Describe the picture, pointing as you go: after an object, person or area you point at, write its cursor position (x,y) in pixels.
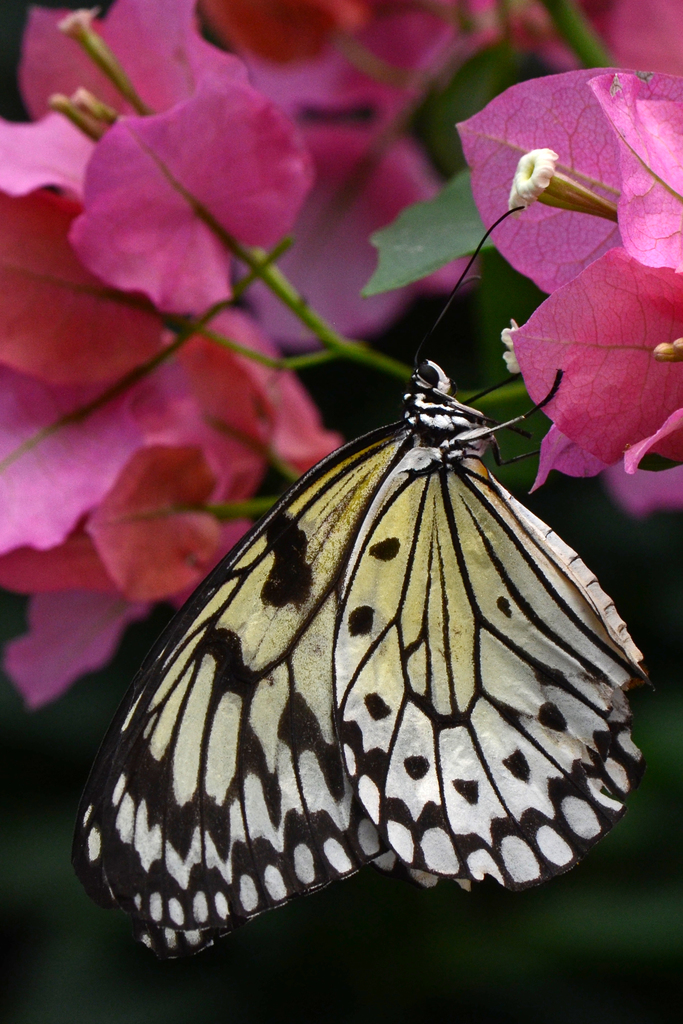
In this image we can see the butterfly (353,664) on the pink color flower (576,267). In the background (207,90) we can see the flowers (163,173).
